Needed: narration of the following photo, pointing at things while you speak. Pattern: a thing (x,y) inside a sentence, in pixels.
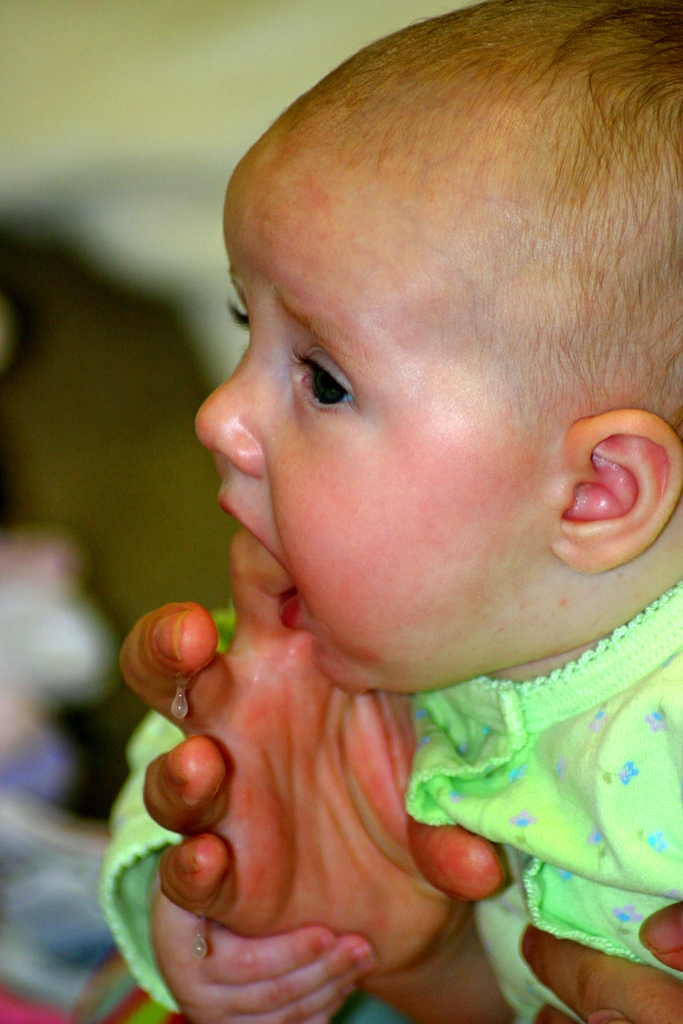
As we can see in the image in the front (513,504) there is a child (513,504) wearing green color dress (517,795) and the background (209,0) is blurred.
